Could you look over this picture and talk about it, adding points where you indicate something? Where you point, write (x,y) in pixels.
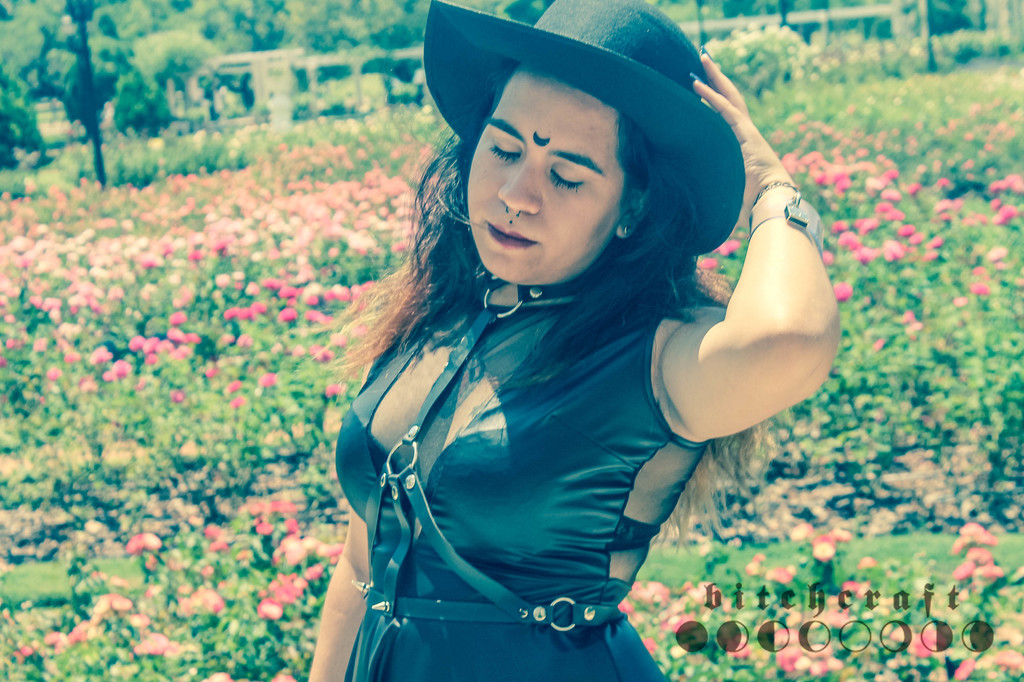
In this image, we can see a person (634,357) wearing clothes (576,556) and hat (606,95) in front of the garden (918,244).
